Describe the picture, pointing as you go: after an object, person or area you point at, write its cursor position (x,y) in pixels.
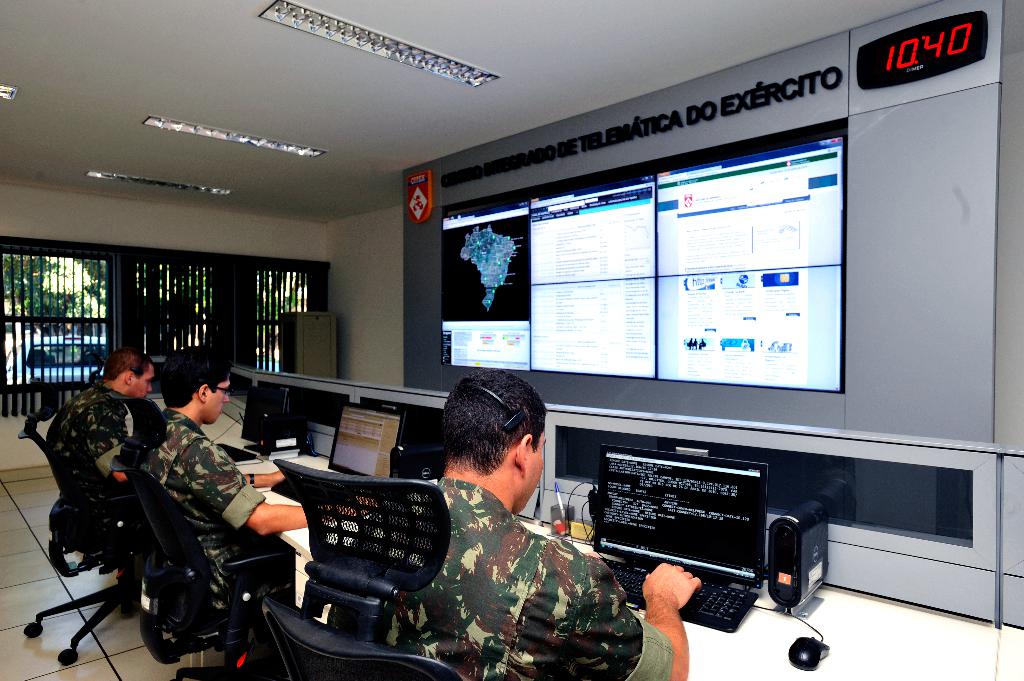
In this picture, we see three men (272,511) in the uniform (523,544) are sitting on the chairs (190,533). In front of them, we see a table (729,638) on which monitors (626,490), keyboard (733,611), mouse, CPU (802,600) and a box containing the pens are placed. On the right side (1007,349), we see a wall (951,267) and a projector screen (608,223) or a monitor screen (658,258) which is displaying the text (578,243). At the top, we see some text (673,127) written. In the background (210,286), we see a cupboard (335,317) and the windows (269,304) from which we can see a car (104,345) and the trees (103,310). At the top (176,34), we see the ceiling (136,130) of the room (277,102).
